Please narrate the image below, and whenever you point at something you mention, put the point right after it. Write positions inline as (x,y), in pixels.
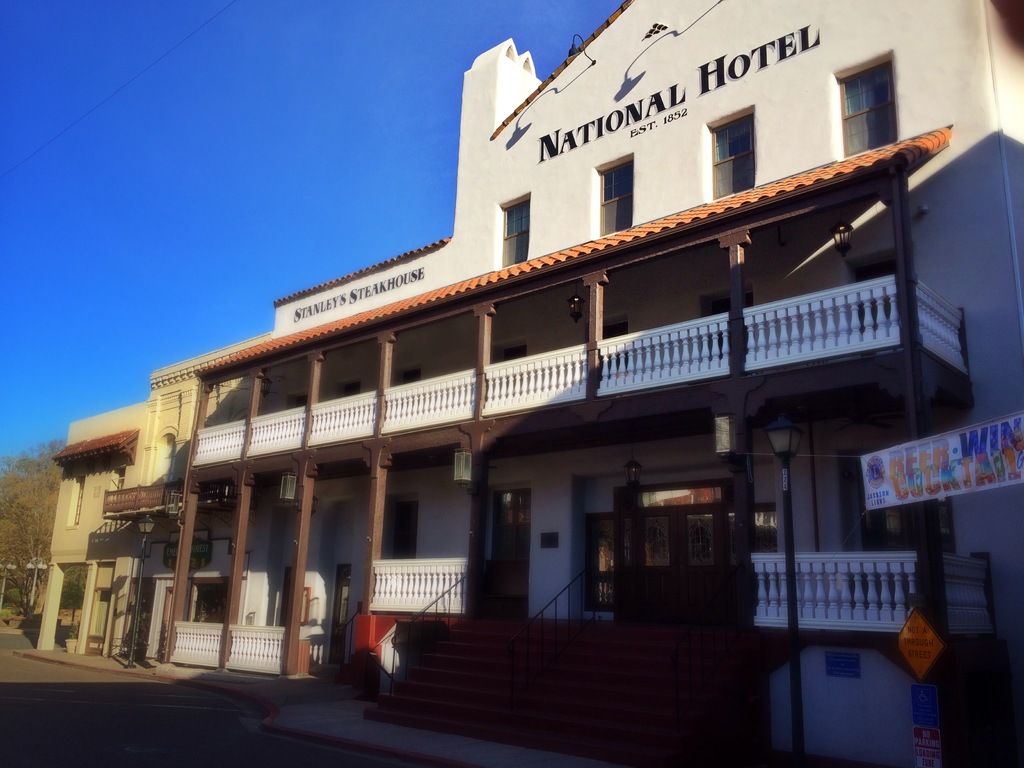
In this image there are buildings (62,541) and trees (22,519) and there is some text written on the wall (642,269) of the building (642,269). On the right side (965,477) there is a banner (990,471) with some text (978,473) written on it and there is a pole (790,614) in front of the building (782,590).
